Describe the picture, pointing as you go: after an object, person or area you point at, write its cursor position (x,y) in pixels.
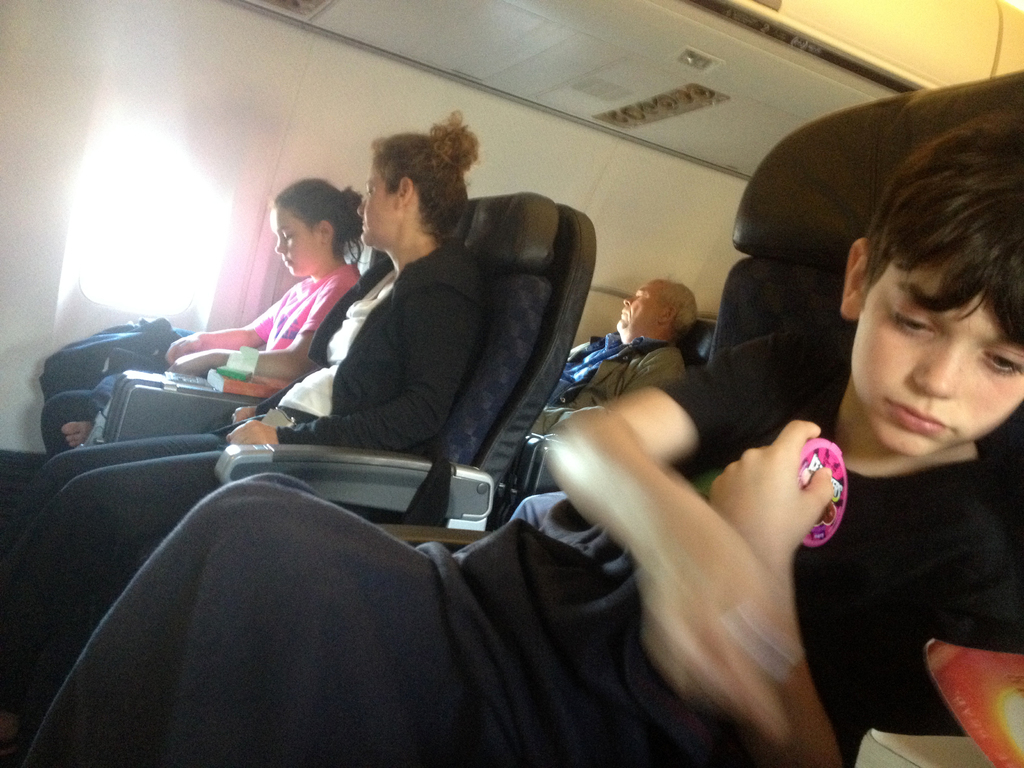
This picture is an inside view of a vehicle (885,24). In this picture we can see some people (937,554) are sitting on the seats (492,432). At the bottom of the image (871,697) we can see a boy (860,528) is sitting on a seat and holding a toy (821,450). In the right corner (993,747) we can see a book (1002,761). On the left side of the image (165,212) we can see a lady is sitting and also we can see the floor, book (252,389), window (157,231). At the top of the image (792,1) we can see the roof (670,63).
